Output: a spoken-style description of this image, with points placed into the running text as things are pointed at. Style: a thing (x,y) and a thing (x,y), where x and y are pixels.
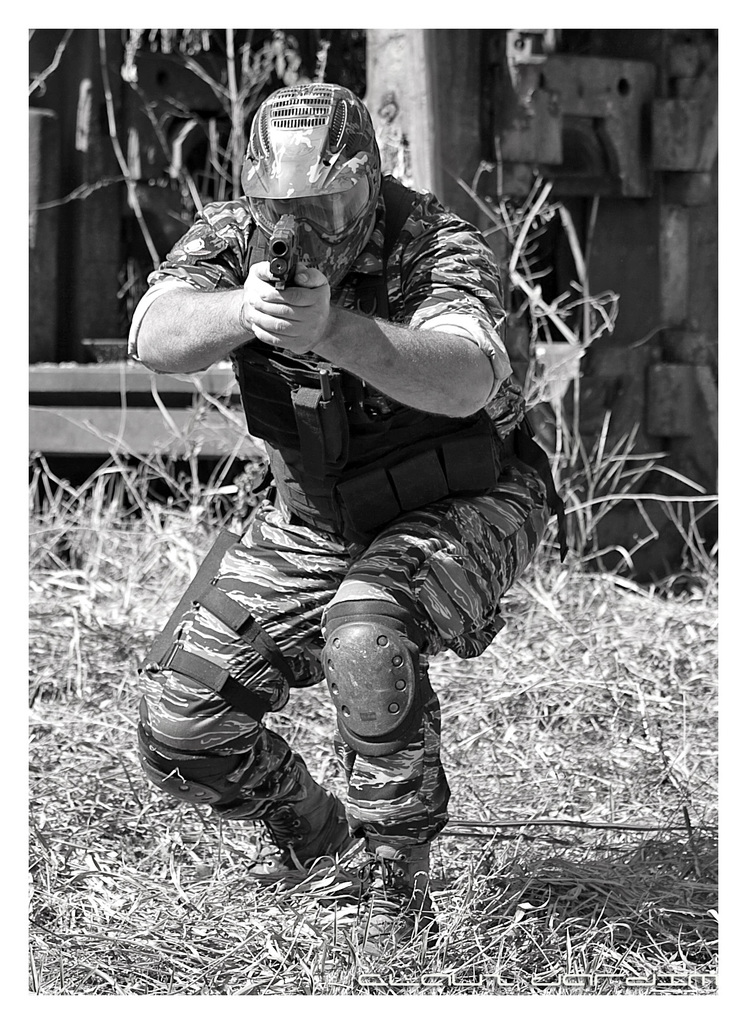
In this black and white picture there is a person (204,626) in squat position. He is wearing a jacket (425,477), knee pads (368,630) and a helmet (332,193). He is holding a gun (283,247) in his hand (310,274). There is grass (507,720) on the ground (126,680). Behind him there is a wall (445,68).
